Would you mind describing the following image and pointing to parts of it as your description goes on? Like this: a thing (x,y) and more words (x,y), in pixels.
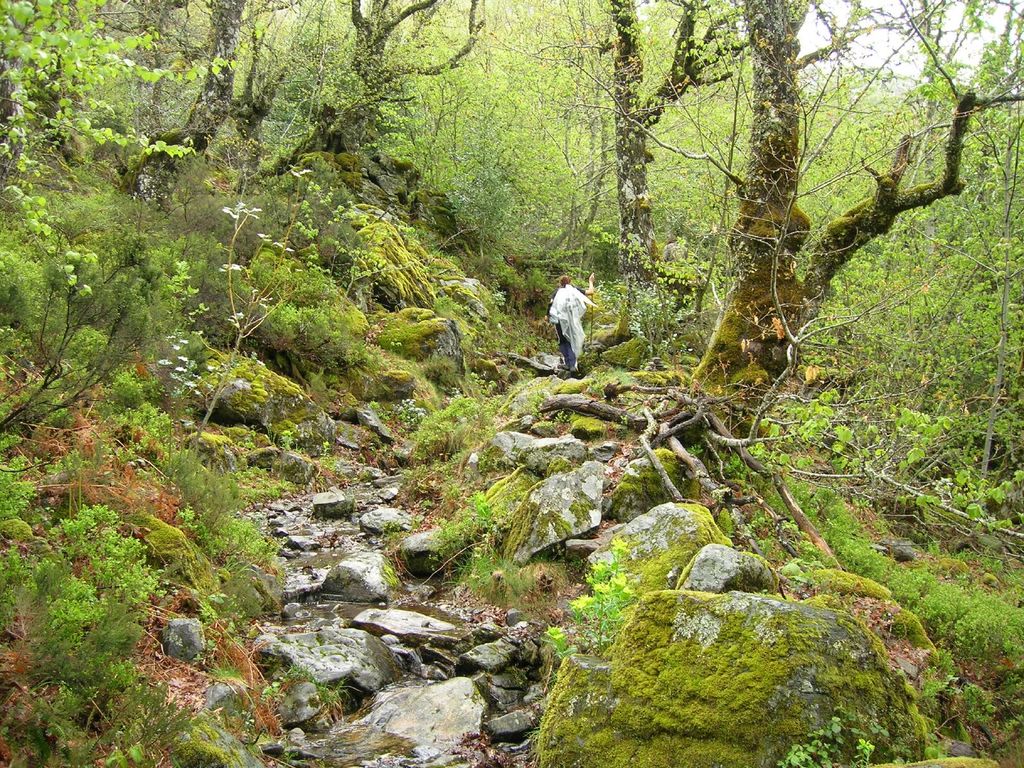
In this image in the center (576,369) there is a person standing on the surface (570,381) of the grass (613,373). In front of the image there are rocks (682,552), plants (254,489) and in the background (474,115) there are trees (742,115) and sky (880,36).
